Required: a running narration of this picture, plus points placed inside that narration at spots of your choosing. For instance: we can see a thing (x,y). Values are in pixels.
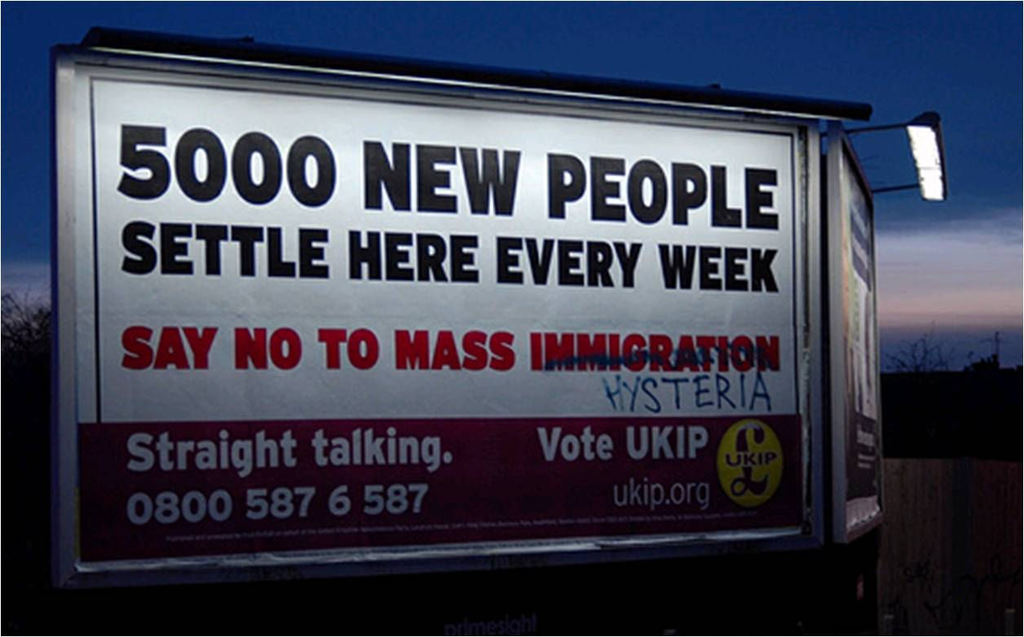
In this picture we can see banners (561,529), lights (932,114), trees (1,368), wall (902,462) and in the background (895,111) we can see the sky (966,190).
